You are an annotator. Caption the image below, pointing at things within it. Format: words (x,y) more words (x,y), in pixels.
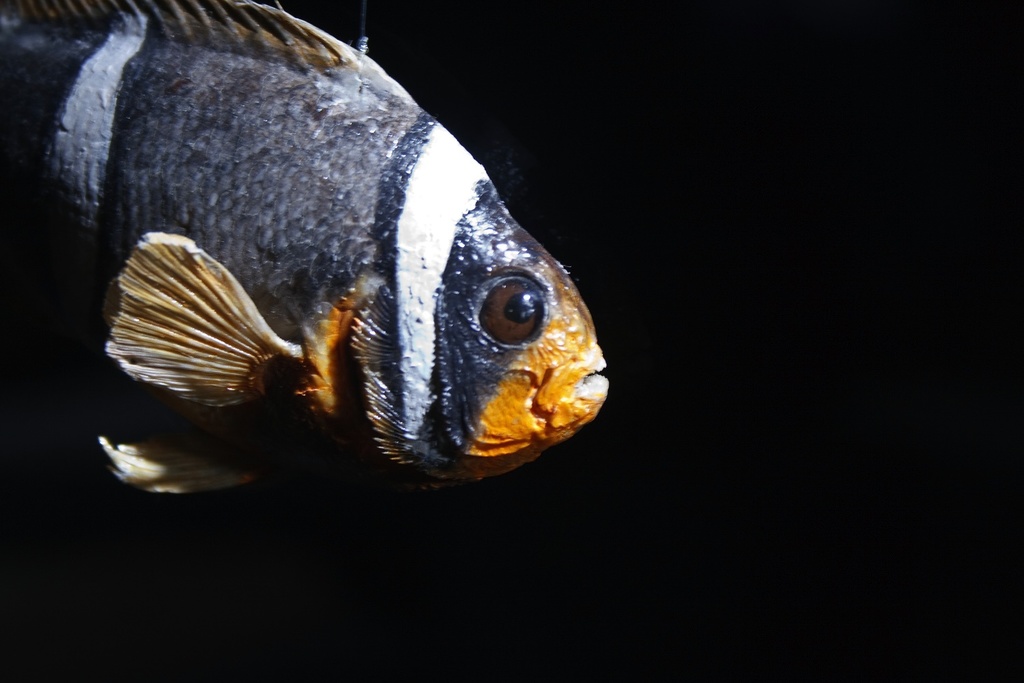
In this picture I can see there is a fish (354,334) and there is a yellow color mouth (543,412) and it has fins (264,358), scales (136,137) and the backdrop (37,523) is dark.
